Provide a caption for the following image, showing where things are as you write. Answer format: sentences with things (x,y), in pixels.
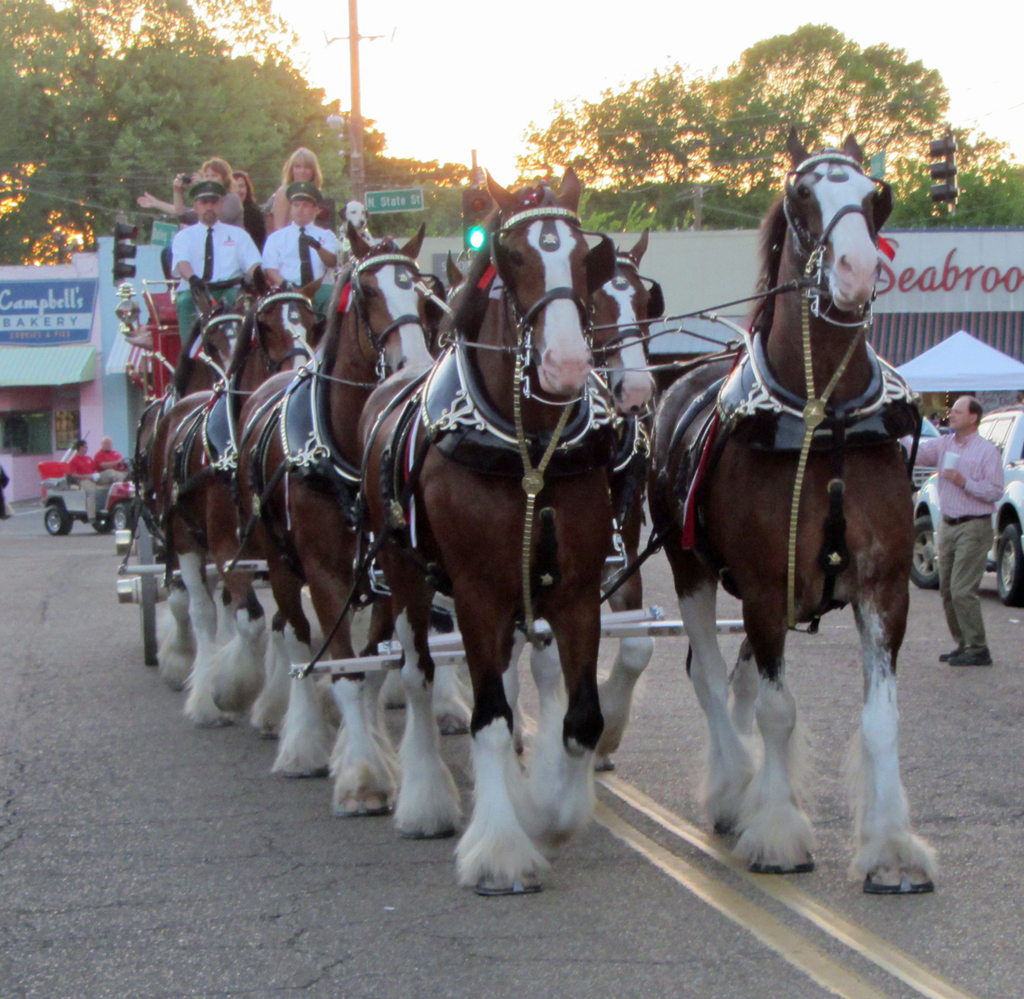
In this picture there are people (981,533) and we can see horses (383,370), cart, vehicles (101,526) on the road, pole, boards (944,276) and stores (19,370). In the background of the image (343,164) we can see trees (660,93) and sky (614,1).
